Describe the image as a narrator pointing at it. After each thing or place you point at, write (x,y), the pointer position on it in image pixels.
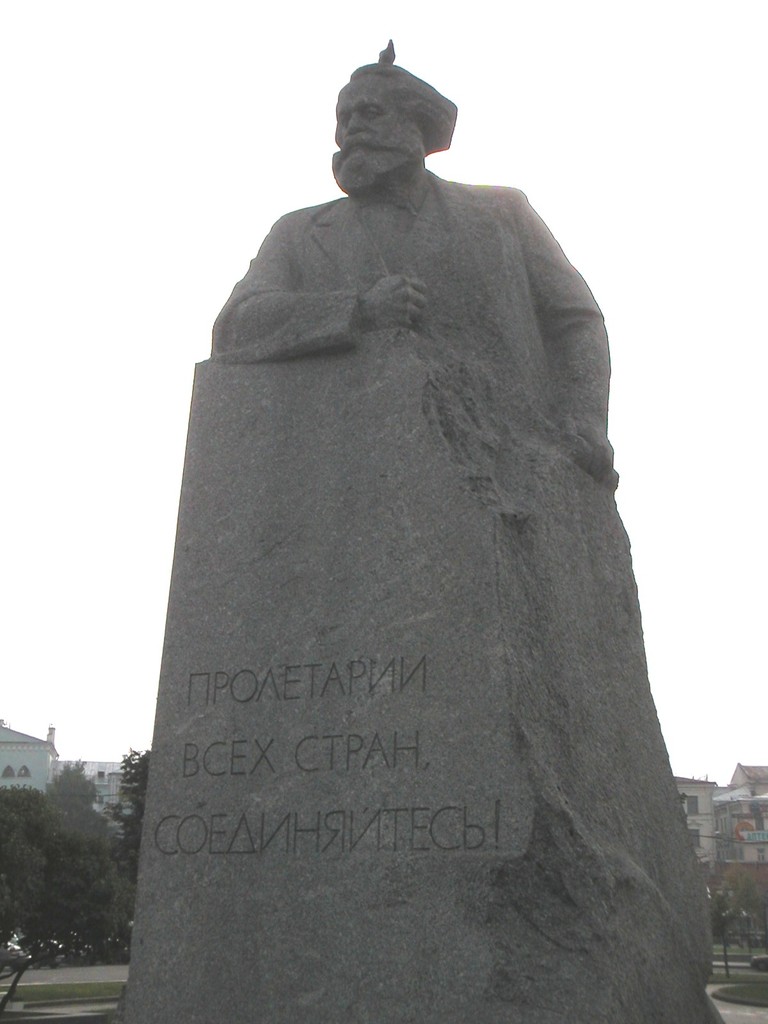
In this image I can see a grey statue (505,338). Back I can see few buildings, trees (101,820). The sky (153,589) is in white color.
